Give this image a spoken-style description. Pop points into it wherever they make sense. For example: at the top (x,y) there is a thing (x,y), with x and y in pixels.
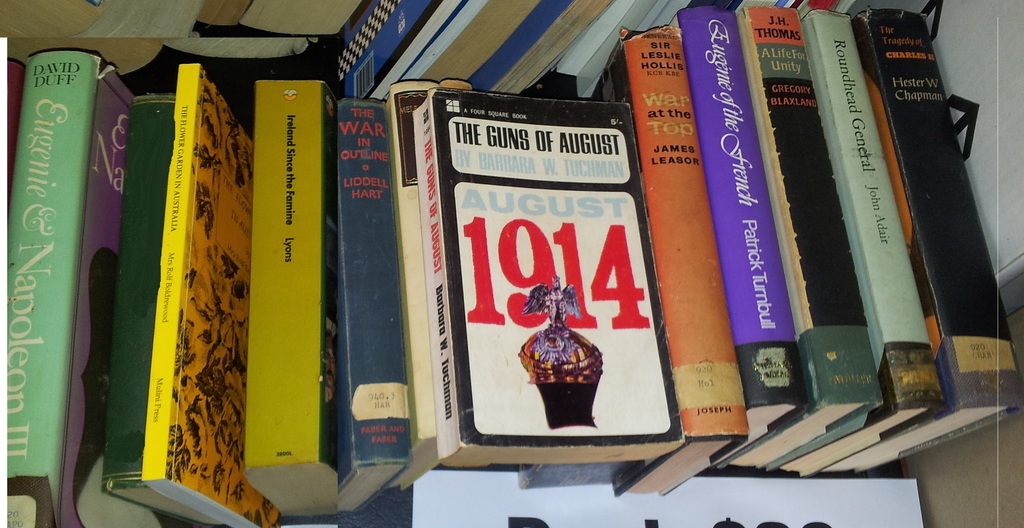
It is a zoomed in picture of books (549,465) and there are names (44,229) on the books (957,258).
